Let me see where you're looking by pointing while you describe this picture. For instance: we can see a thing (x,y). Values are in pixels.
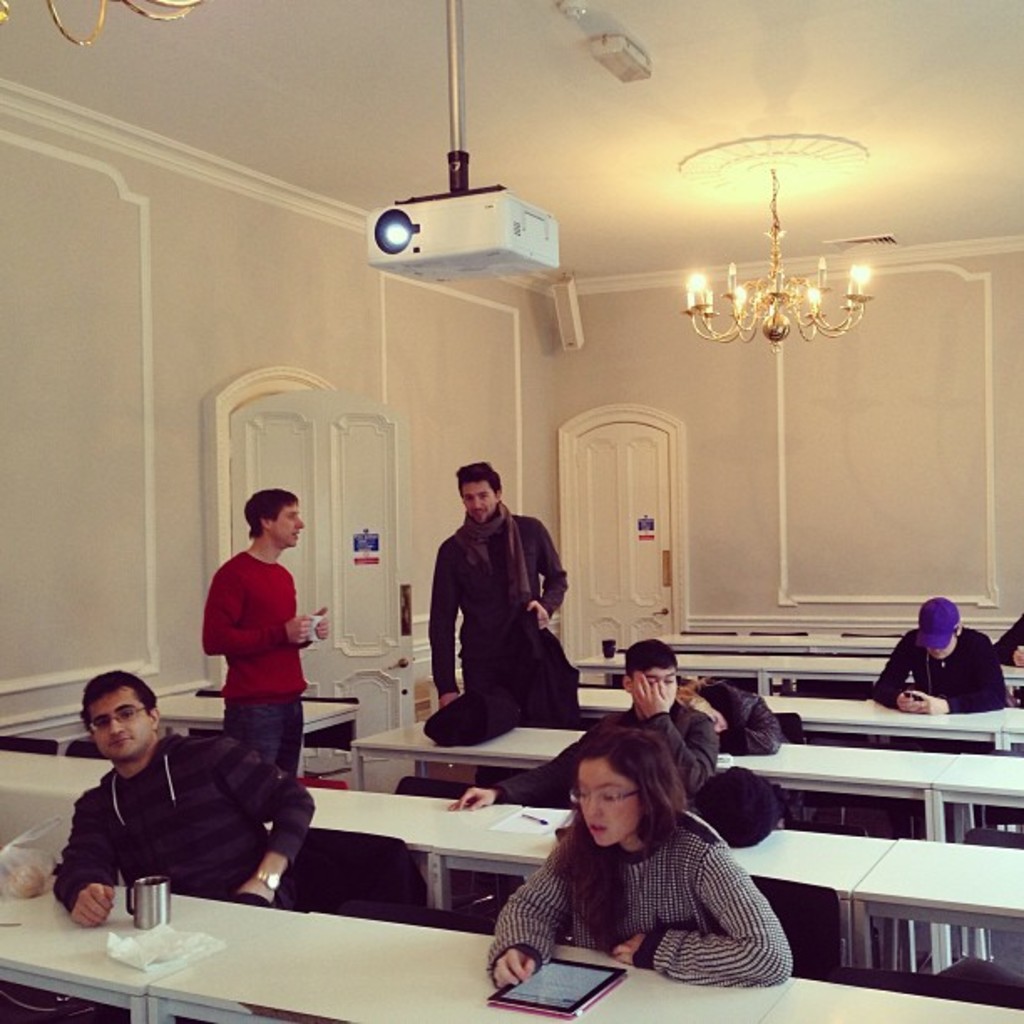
In the image we can see there are people (613,855) who are sitting on the chair (312,906) in front of them there is a table (706,992) and the two men (298,652) are over here standing and on the top (434,241) there is a projector (447,242) and at the back (737,310) there is a chandelier (772,303).
